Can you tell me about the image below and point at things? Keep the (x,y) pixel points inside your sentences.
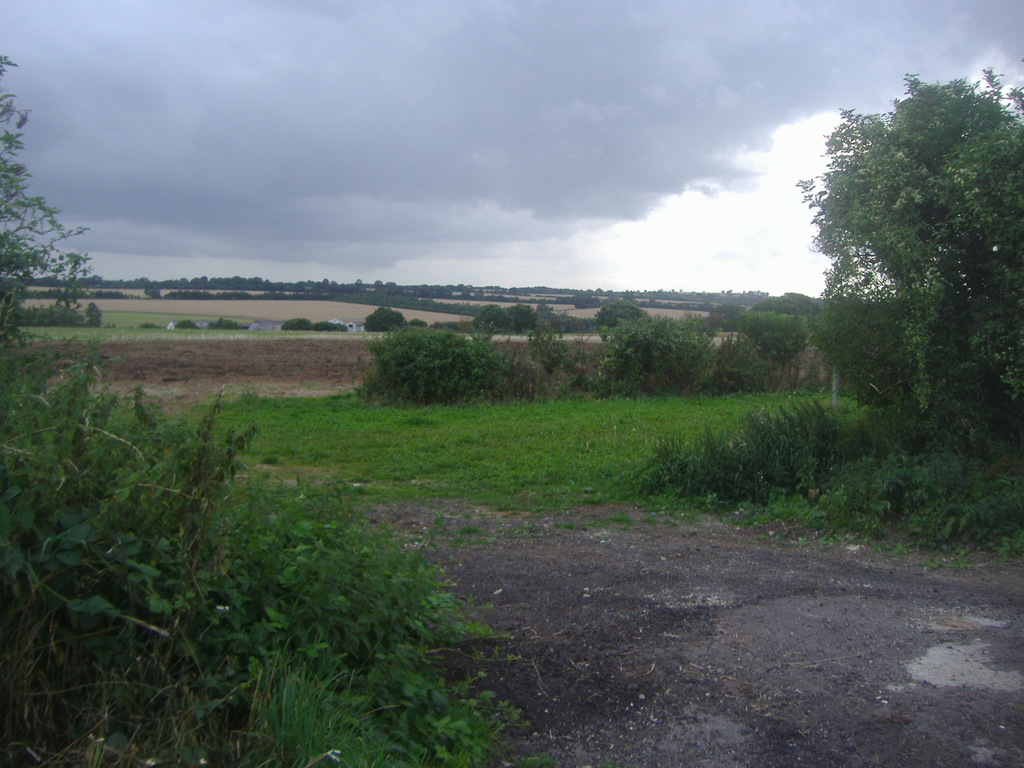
At the bottom of the image (619,754), we can see land (585,642) and plants (318,650). In the middle of the image (485,443), we can see grass (498,439), plants (441,331) and trees (828,319). At the top of the image (115,85), we can see the sky (672,154) covered with clouds (329,145).
